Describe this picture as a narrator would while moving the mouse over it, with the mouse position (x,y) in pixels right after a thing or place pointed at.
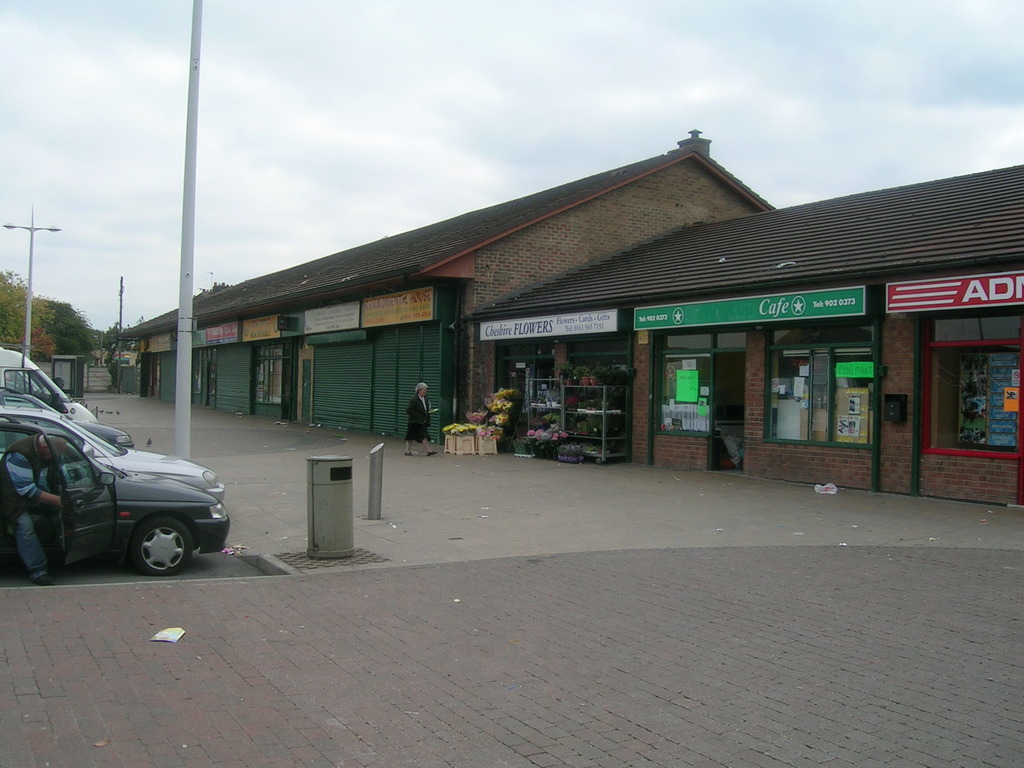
This is an outside view. On the left side (83,515) there are some cars (45,414) on the road (71,574) and there is a person (40,449) inside the car (5,437). In the background (55,328) there are some trees (40,331) and poles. In the middle of the image (560,368) there are few houses (571,333) and I can see a person (428,418) walking on the road (494,455). At the bottom (333,687) I can see the road (533,708). At the top of the image (494,102) I can see the sky (445,66). In front of the cars (131,506) there is a dustbin (323,507) placed on the ground (295,568).
